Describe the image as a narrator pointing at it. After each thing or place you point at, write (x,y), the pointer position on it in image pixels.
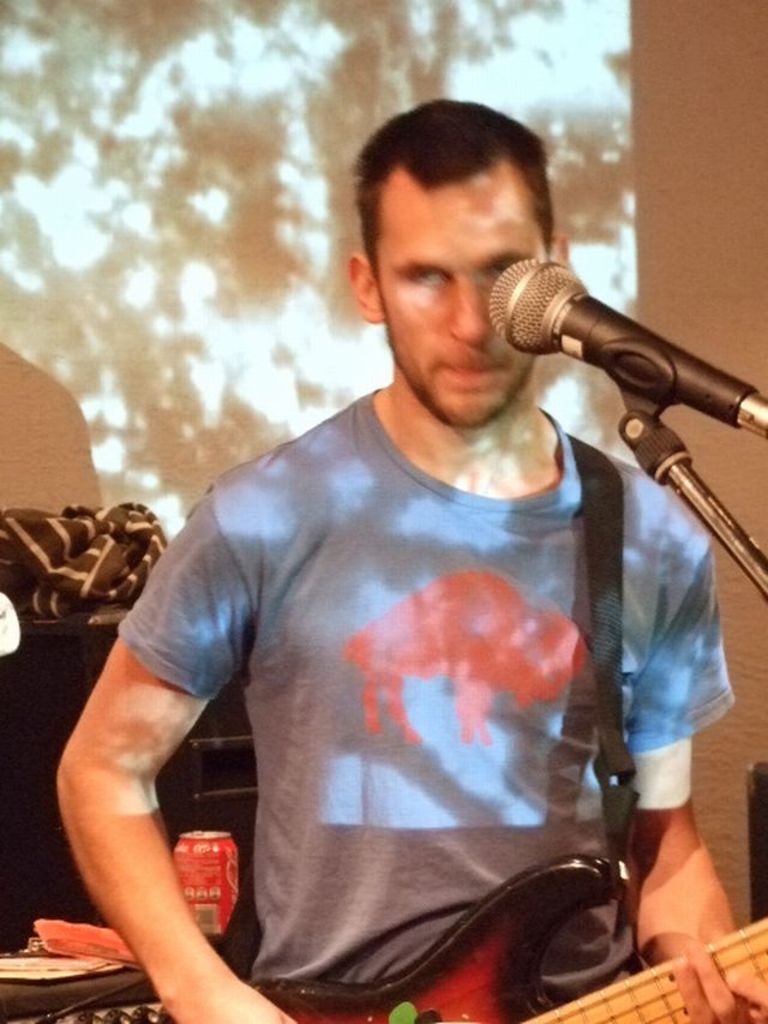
In this picture we can see a man (425,385) standing in front of mike (527,344). He is playing guitar (491,943). On the background (283,270) there is a screen (168,174).
